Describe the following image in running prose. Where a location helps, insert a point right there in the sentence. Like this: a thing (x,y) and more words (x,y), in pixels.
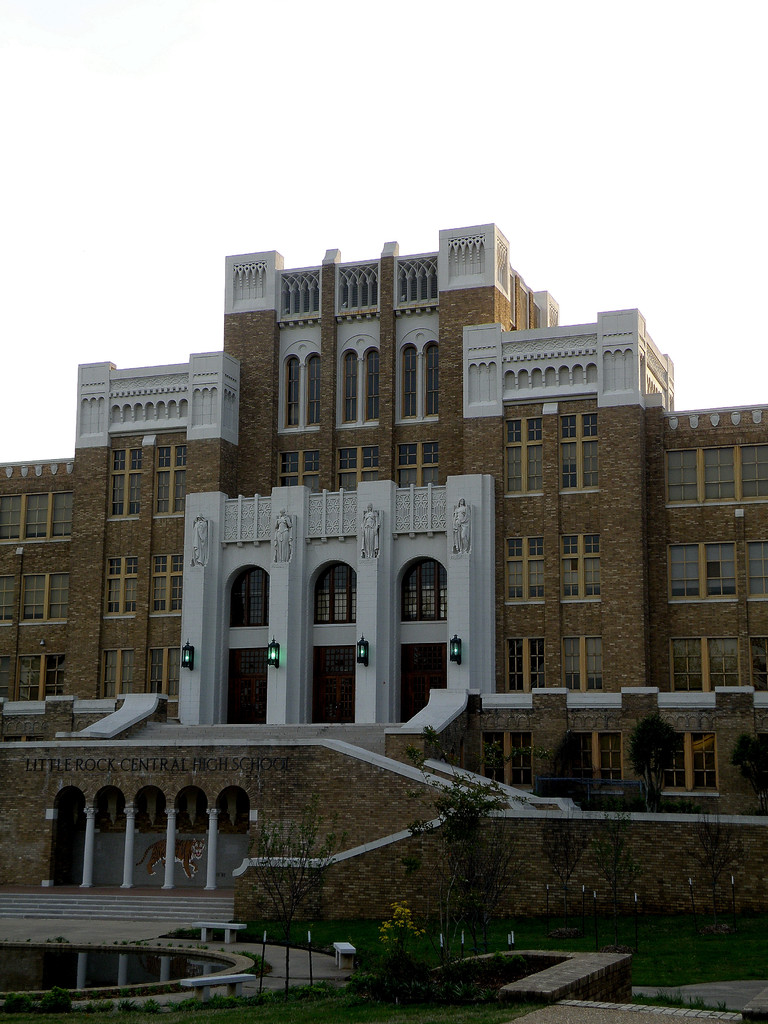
In the picture I can see the building (491,576) and glass windows (160,592). I can see the pillars (212,863) and staircase (117,911) on the bottom left side (151,901). I can see the decorative lights (187,658) on the wall (307,606) of the building (426,606). It is looking like a water pool (167,977) on the bottom left side of the picture (214,956). There are trees (752,745) on the right side (762,748).
